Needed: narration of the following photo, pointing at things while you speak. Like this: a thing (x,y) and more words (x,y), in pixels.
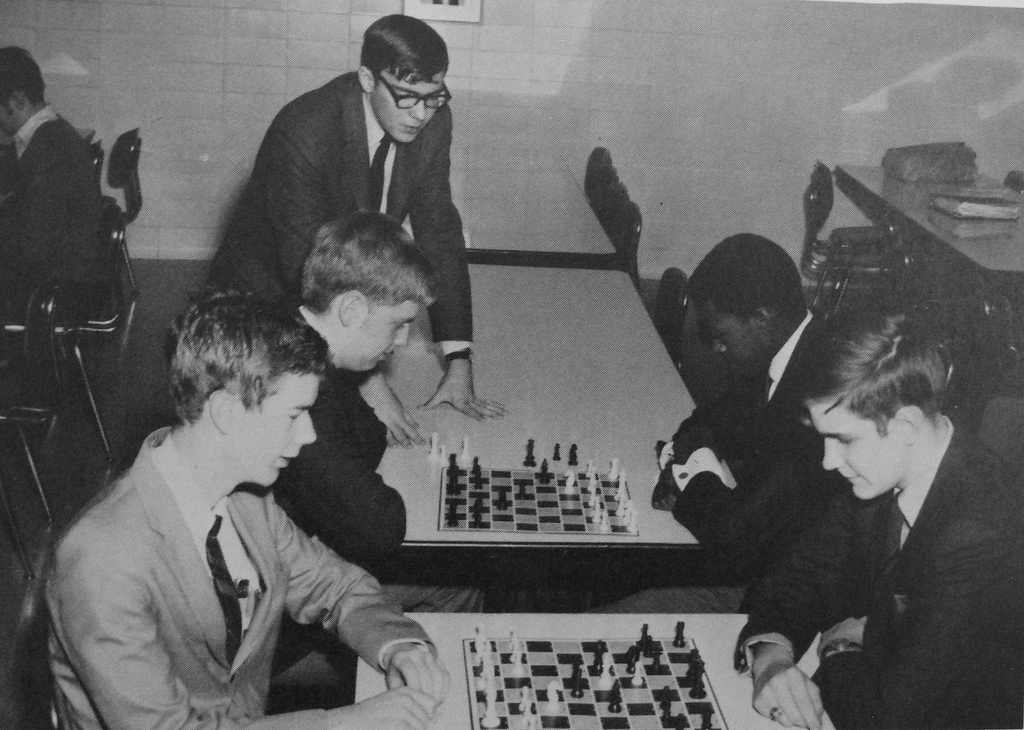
In this picture were a group of people (233,232) sitting in the chair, another group of people (952,683) sitting in the chair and they are playing the chess game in the table (446,705) and in back ground (167,63) we have a wall (108,63) and some persons (10,57) sitting in the chairs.
